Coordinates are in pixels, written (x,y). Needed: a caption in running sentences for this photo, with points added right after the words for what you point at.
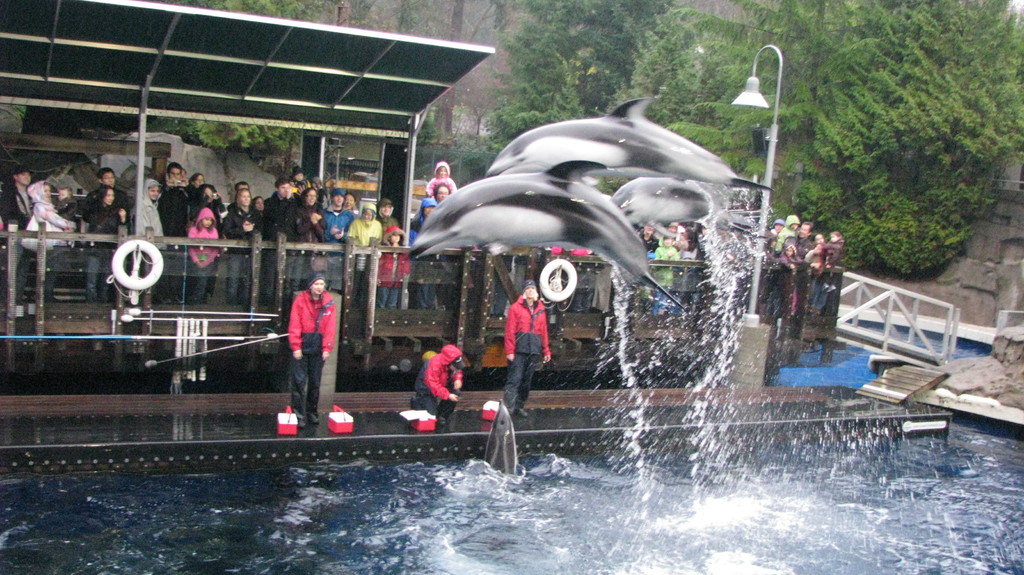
In the picture we can see the water surface (593,516) from it, we can see three dolphins (749,180) are jumping and behind it, we can see three people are on the path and behind them, we can see a railing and behind the railing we can see some people (648,253) are standing under the shed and in the background (890,69) we can see the trees (733,165).
